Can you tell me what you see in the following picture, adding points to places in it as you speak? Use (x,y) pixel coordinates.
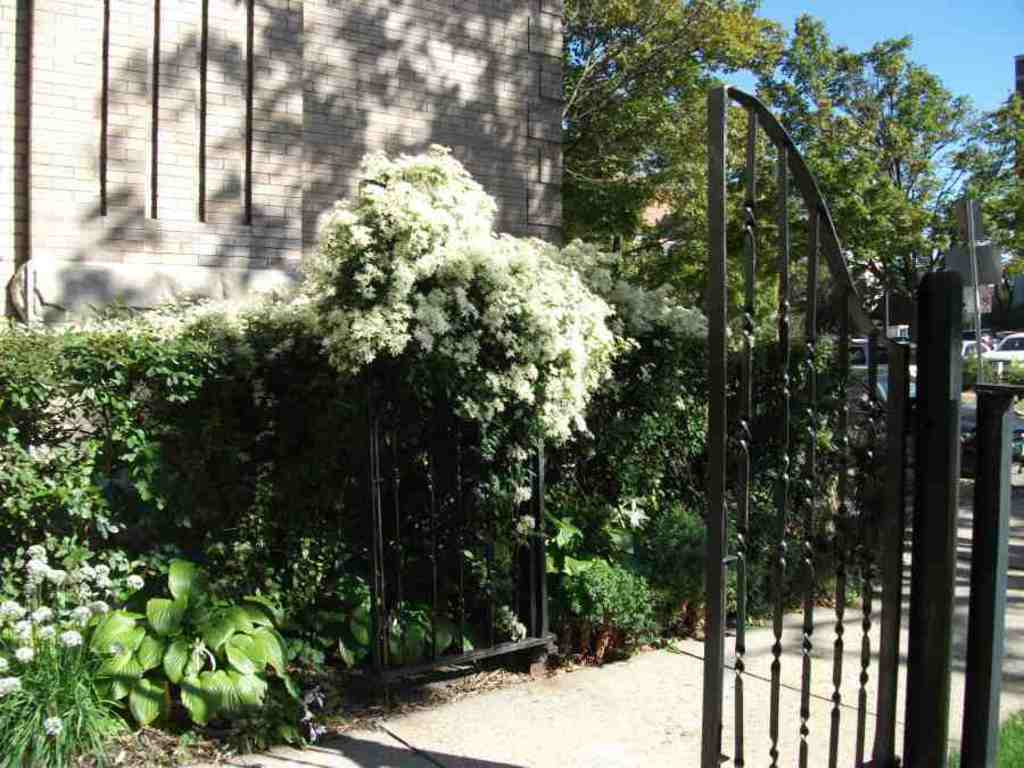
In this picture we can see an iron gate (803,512) with trees (655,260) and plants (353,279) on the sides.
